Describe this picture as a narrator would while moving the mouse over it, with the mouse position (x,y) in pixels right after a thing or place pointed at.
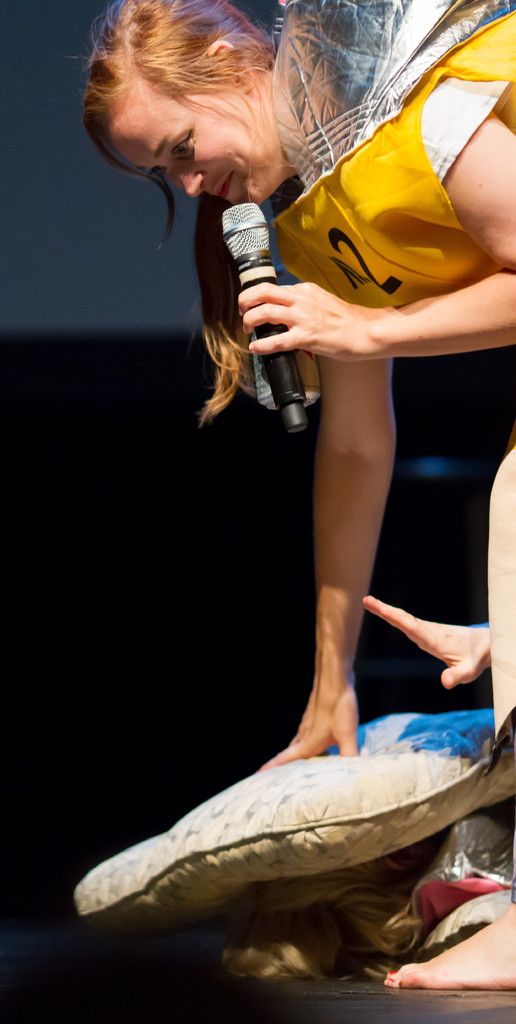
This picture describe that a woman (370,191) wearing a yellow jacket (423,189) and holding a microphone (245,226) in hand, she is smiling and placing a pillow (350,785) on the other woman head (365,951).
